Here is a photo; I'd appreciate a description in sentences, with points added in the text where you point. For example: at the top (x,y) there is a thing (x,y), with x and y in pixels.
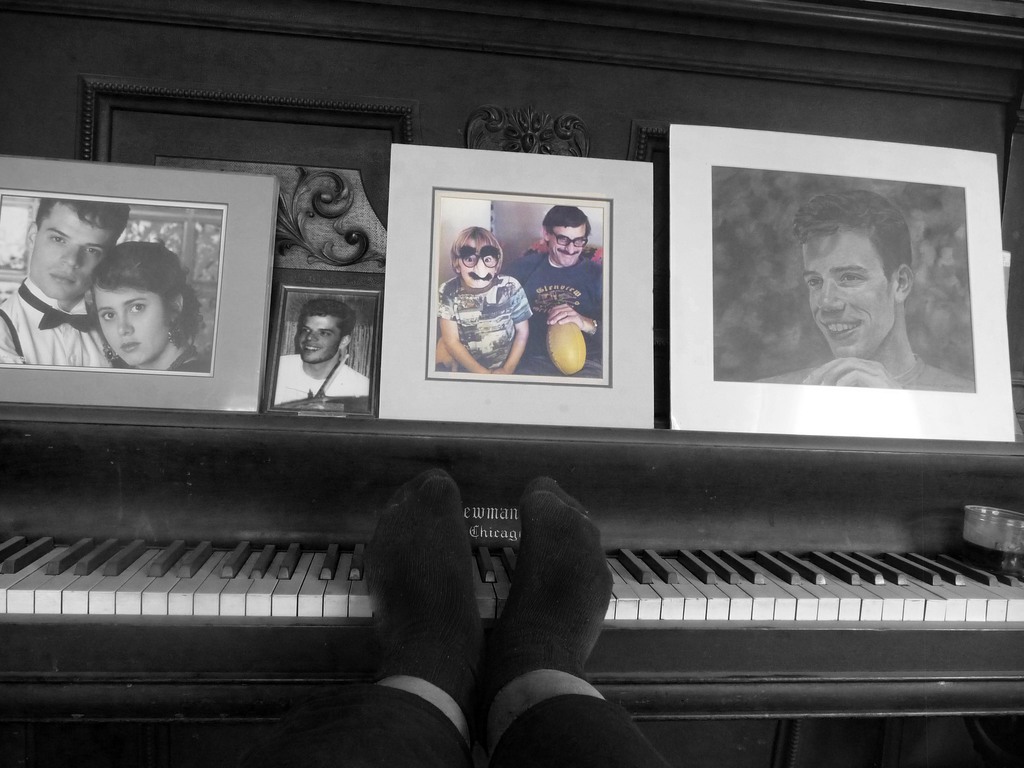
This is a picture of a white and black, there are the photo frames (889,261). The man (454,711) is placing the legs (453,600) on the piano (810,593) and the piano (814,583) has the black and white keys (678,591) to play the music.
